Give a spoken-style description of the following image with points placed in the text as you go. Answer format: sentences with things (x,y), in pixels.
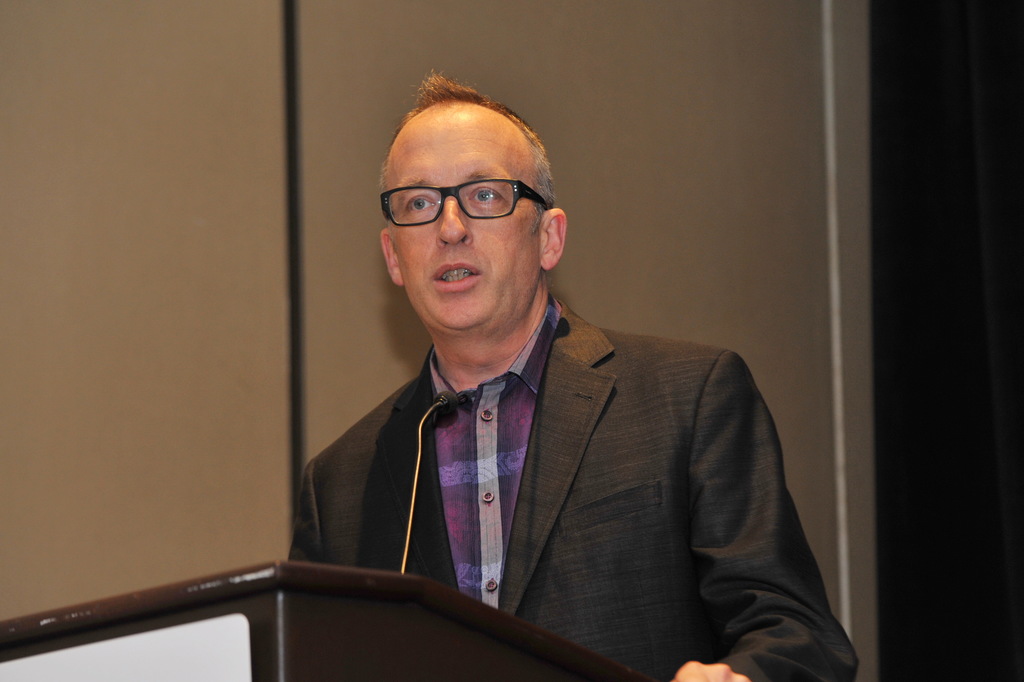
In this picture we can see a person (585,395), in front of him we can see a podium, mic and we can see a wall (823,454) in the background (810,454).
